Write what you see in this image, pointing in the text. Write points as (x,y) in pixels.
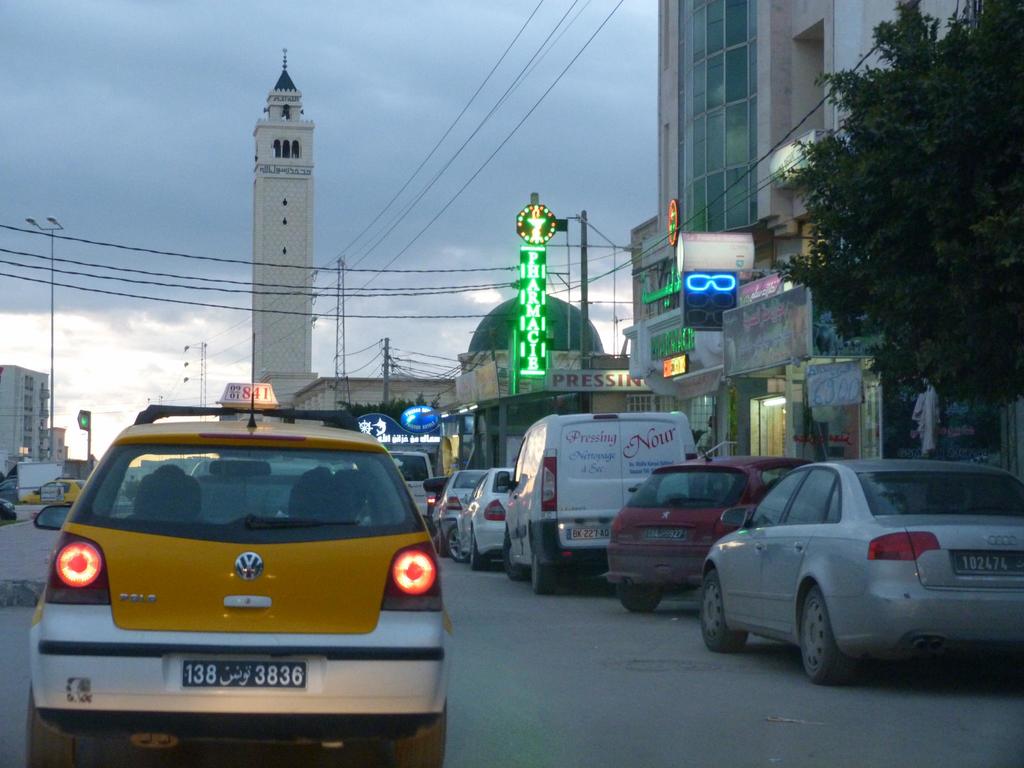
In this picture I can see the cars (873,534), van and other vehicles (390,554) on the road (456,643). On the right (986,221) I can see the trees (895,221), banners (705,234), posters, sign boards (773,340) and building (780,254). In the back (488,341) I can see the mosque (476,353). In the background (264,358) I can see the towers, electric poles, wires (390,294), street lights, traffic signals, buildings (41,388) and other objects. At the top (348,23) I can see the sky (299,77) and clouds (263,88).
